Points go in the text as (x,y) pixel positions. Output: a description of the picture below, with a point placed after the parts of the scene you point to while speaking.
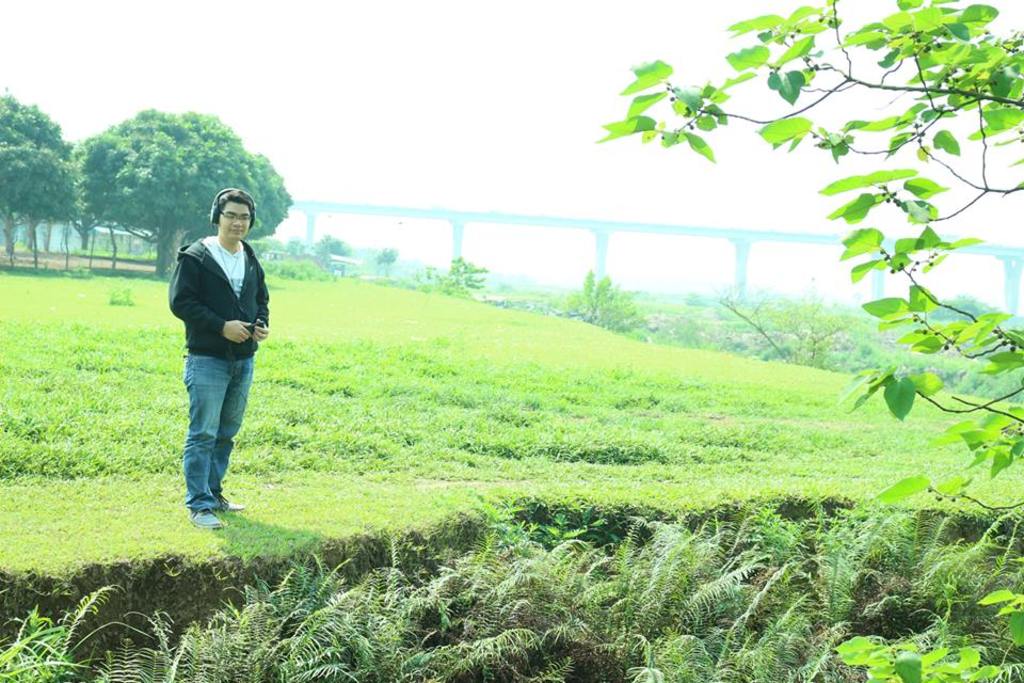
In this image we can see there is a person (227,333) standing on the ground (260,459) and holding an object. And there are trees (6,186), grass (293,283), building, bridge (604,262) and the sky (601,119).
